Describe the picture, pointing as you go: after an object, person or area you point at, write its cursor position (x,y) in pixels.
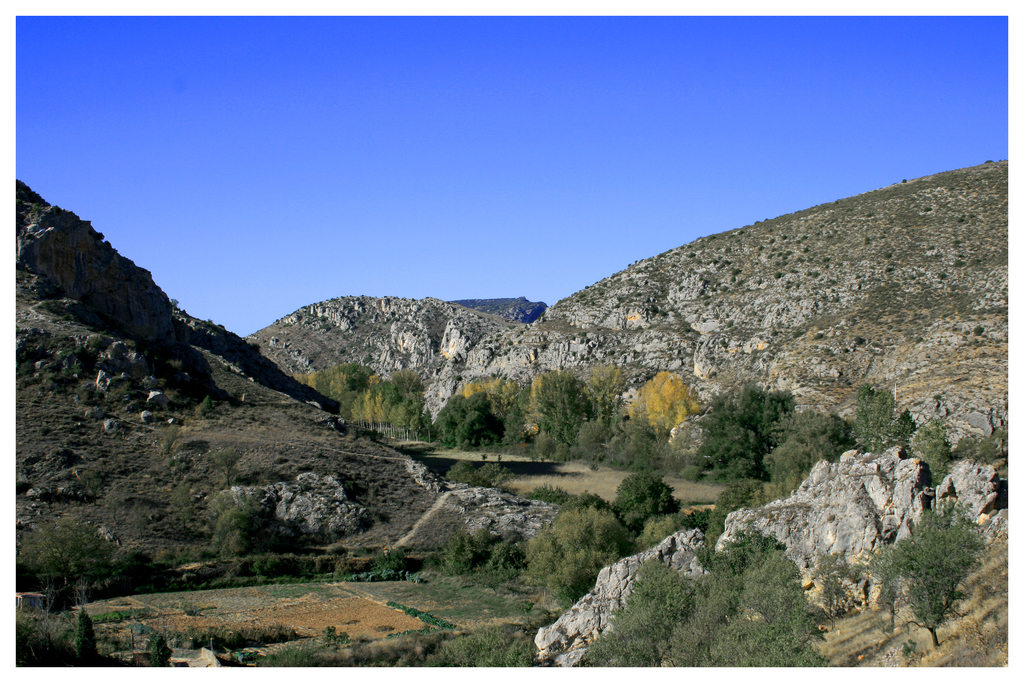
In this image we can see trees (653,621), grassy land (217,592), plants (273,566) and mountains (699,386). At the top of the image (414,66), we can see the sky (420,149).
